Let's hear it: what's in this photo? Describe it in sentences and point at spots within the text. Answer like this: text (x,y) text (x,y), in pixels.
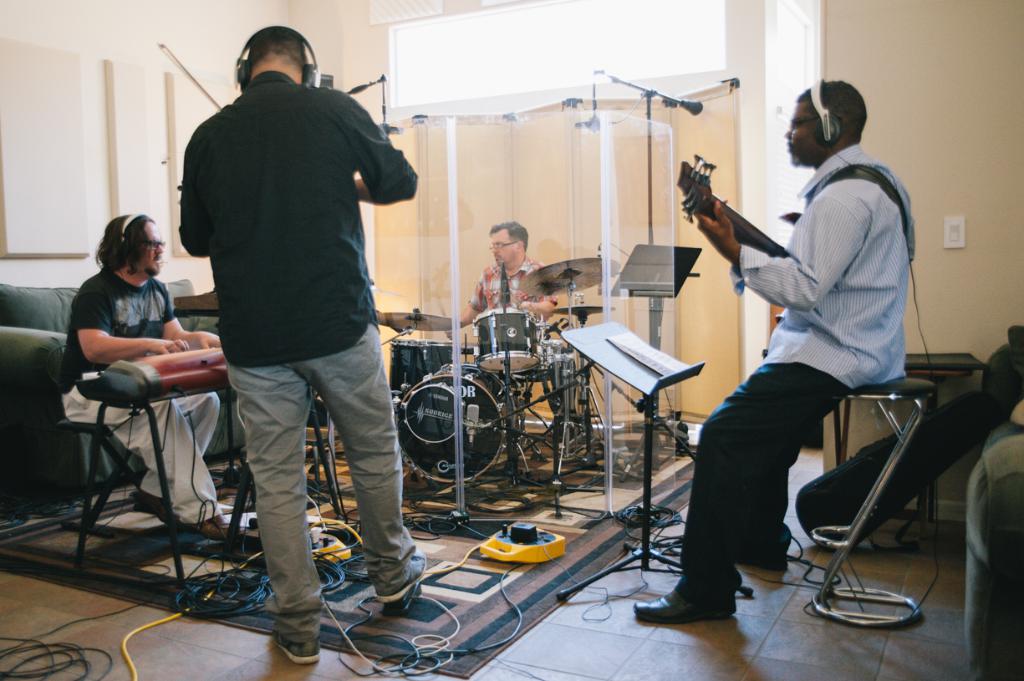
This picture describes about four musicians (752,398), they are all seated on the chair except one person (336,305) in the middle of the image (351,422). And we can see couple of wires (52,659) on the floor (566,652).
